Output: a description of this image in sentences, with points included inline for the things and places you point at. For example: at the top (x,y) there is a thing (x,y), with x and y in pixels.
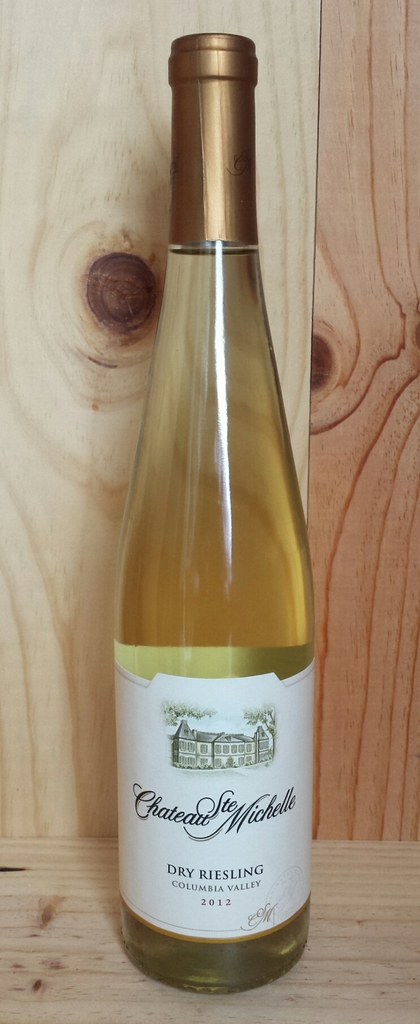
In the image there is bottle (232,629) placed on a table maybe this is a wine bottle (213,239). There is a sticker (231,732) attached to the bottle (206,827).
